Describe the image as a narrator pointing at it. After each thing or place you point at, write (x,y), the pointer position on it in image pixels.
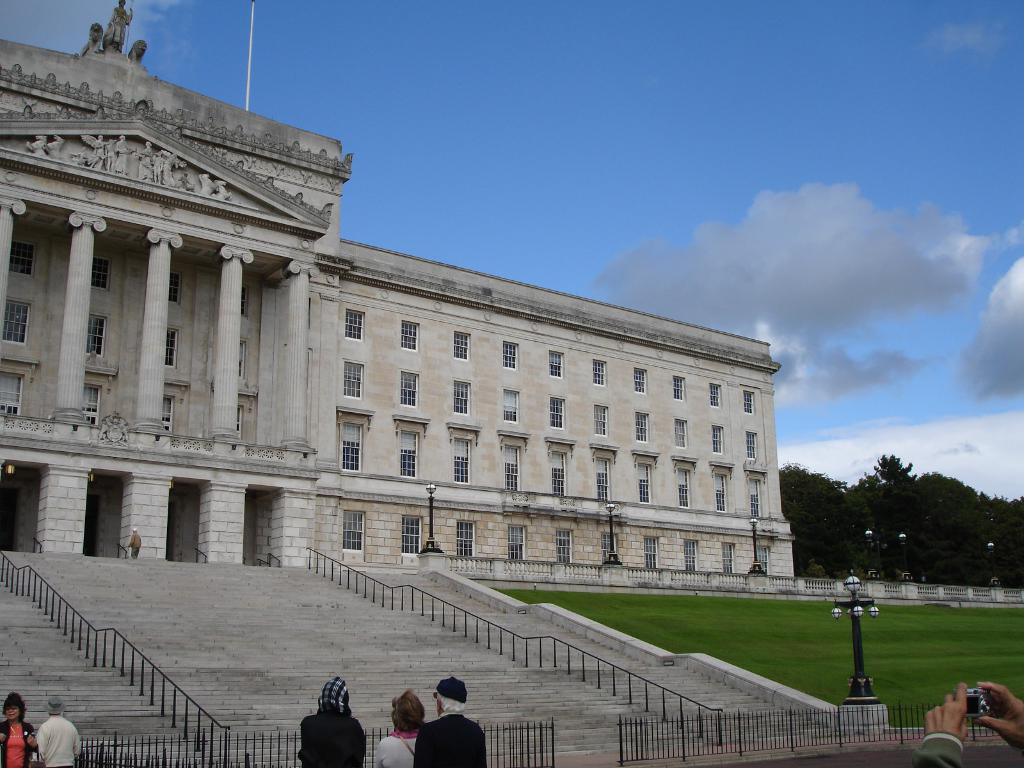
In this image I can see a building (343,436), steps (368,610) and a fence (719,734). Here I can see people (444,688) and the grass (755,651). In the background (773,350) I can see trees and the sky (715,285).
